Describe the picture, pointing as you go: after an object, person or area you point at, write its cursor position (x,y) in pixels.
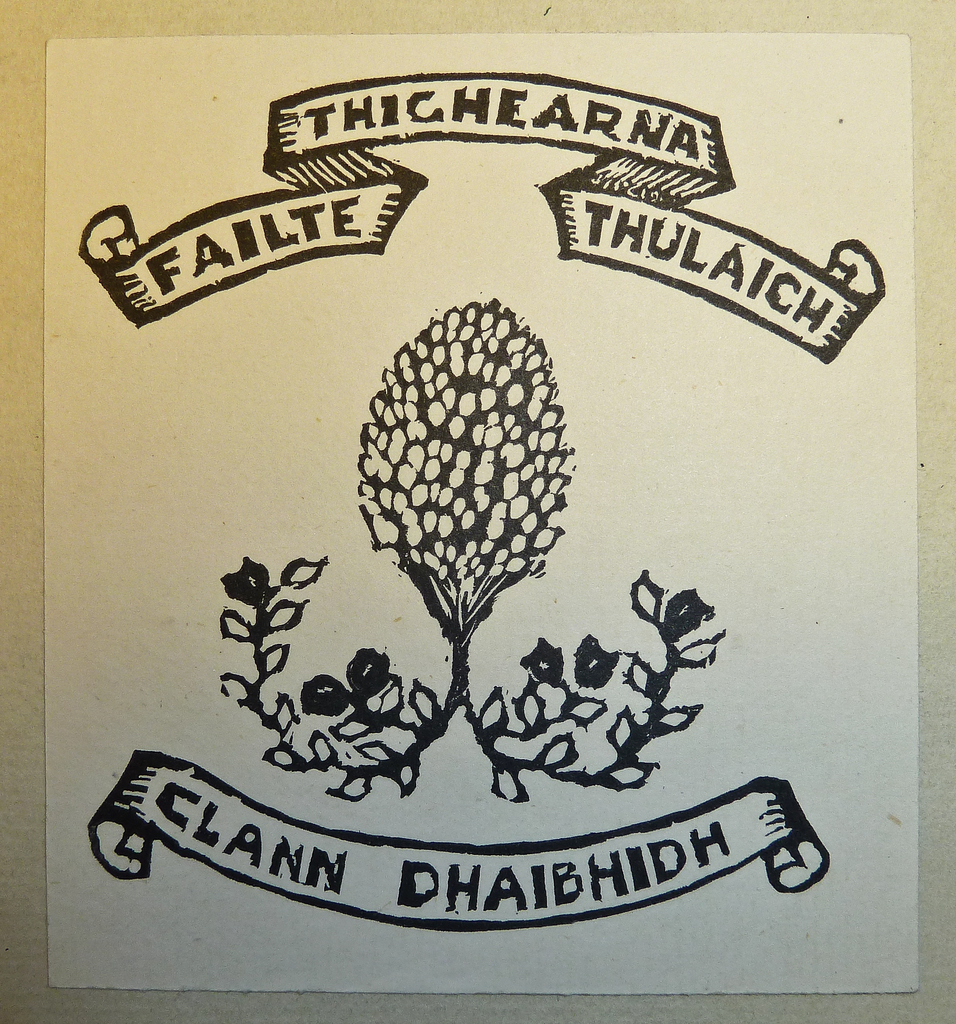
In this image, we can see a poster (357,435) with some images (402,402) and text (502,108).
